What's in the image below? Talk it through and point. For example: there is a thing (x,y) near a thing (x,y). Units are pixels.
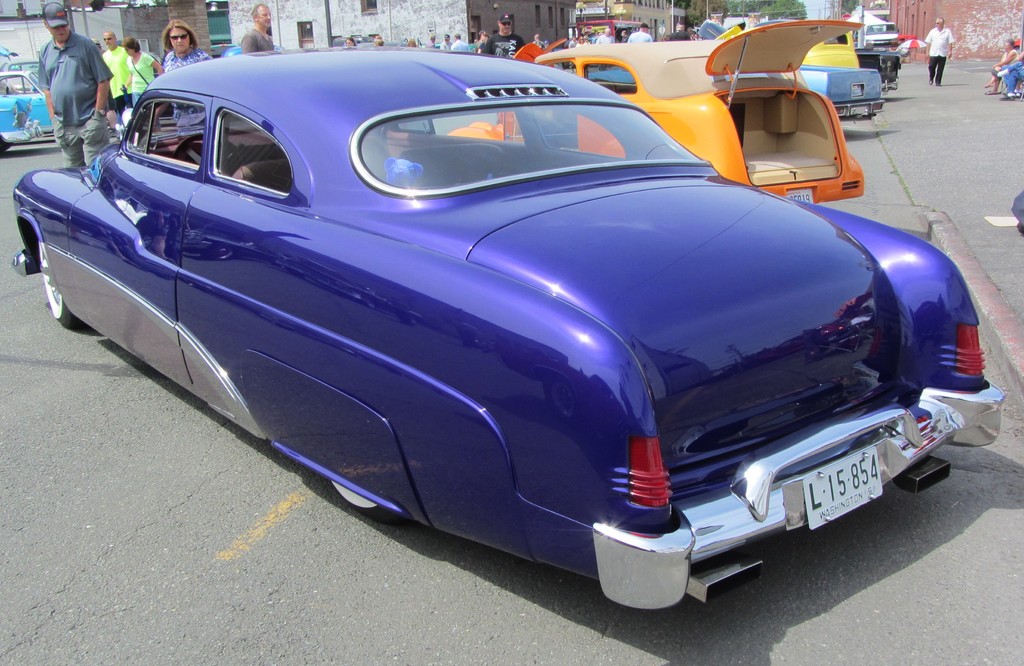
In this image we can see vehicles (403,369) on the road (924,553), few persons (125,79) are standing and walking on the road (939,546) and on the right side (1005,86) there are few persons (1008,85) sitting on a platform (1007,137). In the background (98,22) there are buildings (93,36), poles (861,10), trees (758,7), objects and sky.
